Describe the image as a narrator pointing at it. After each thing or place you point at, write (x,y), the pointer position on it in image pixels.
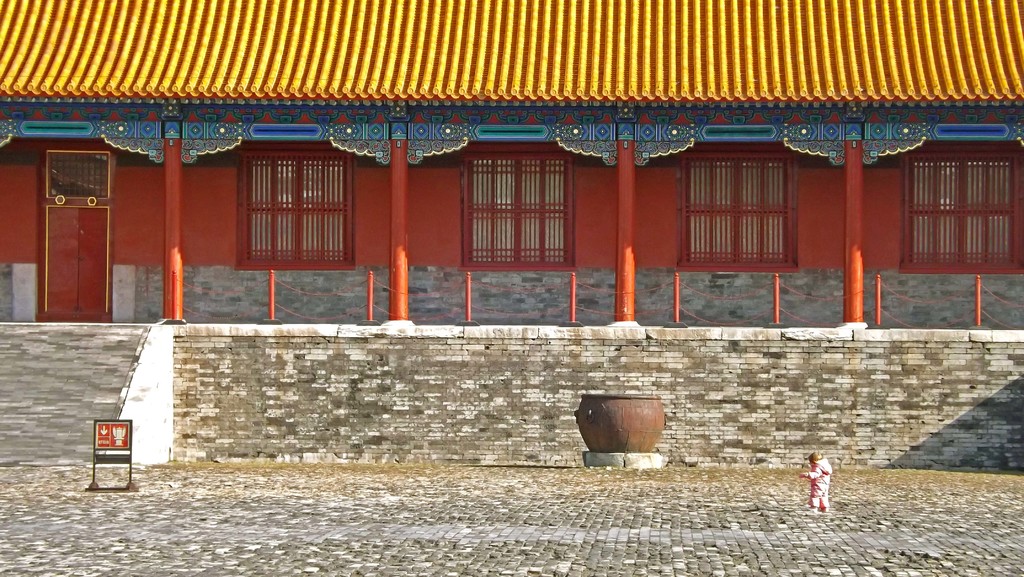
In this image we can see a person (811,485) standing on the ground (819,513). We can also see a metal container (653,421) and a sign board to a stand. On the backside (497,306) we can see a building (446,354) with windows (281,162), pillars (405,203), a fence (416,292) and a door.
